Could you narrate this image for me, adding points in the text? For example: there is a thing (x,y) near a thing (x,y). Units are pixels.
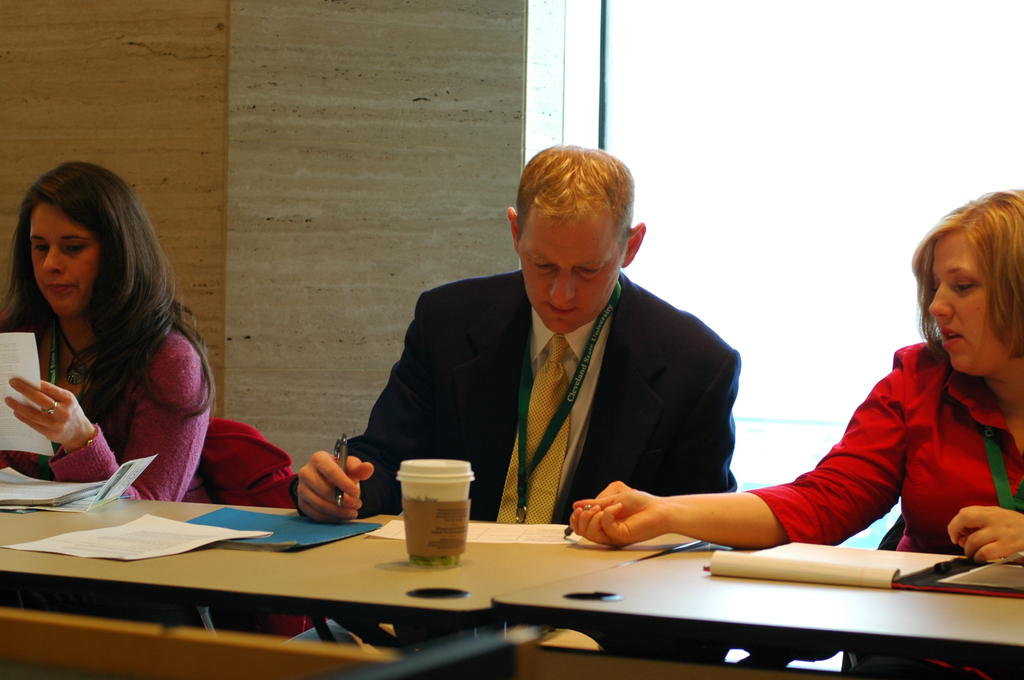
In this picture, we see two women (910,475) and a man (314,456) seated on the chair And there is a table (797,644) in front of them. On the table (461,592), we can see a coffee cup (433,561) and papers (136,545).
